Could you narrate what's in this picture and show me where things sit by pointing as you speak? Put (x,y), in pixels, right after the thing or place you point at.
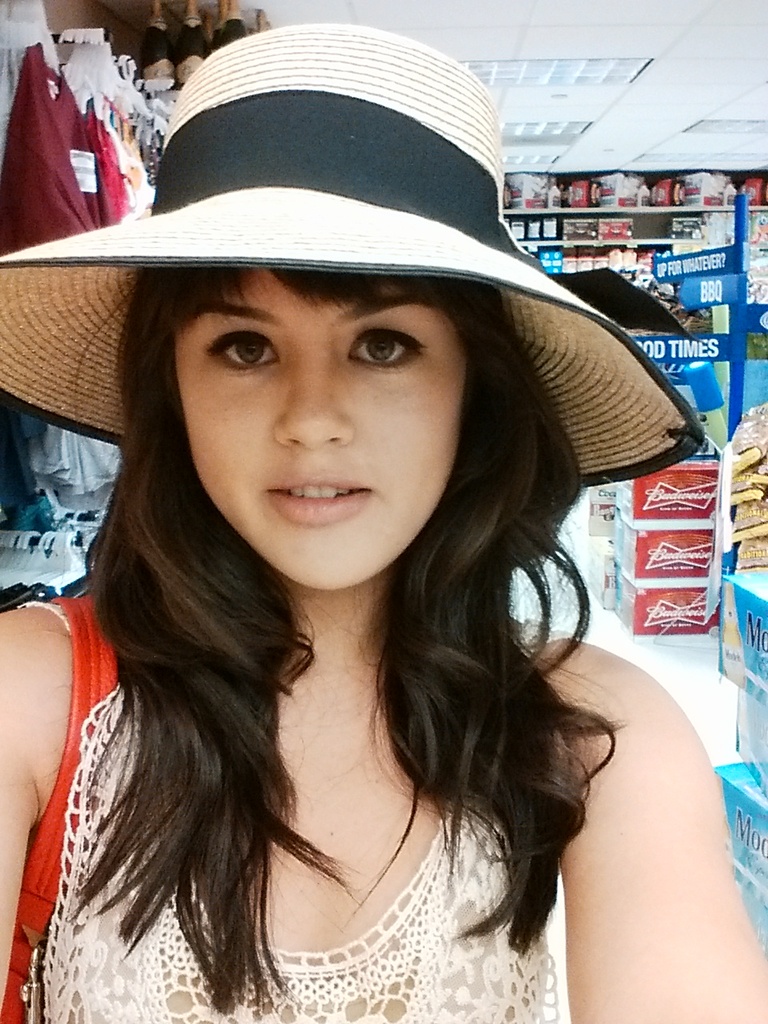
In this image we can see a girl (482,886) wearing a hat (470,214). In the background (557,199) there are things (609,226) placed in the shelves (592,214) and we can see cartons (738,649). On the left (57,143) there are clothes (96,223) placed on the hanger (130,95). At the top (532,128) there are lights (546,161).
